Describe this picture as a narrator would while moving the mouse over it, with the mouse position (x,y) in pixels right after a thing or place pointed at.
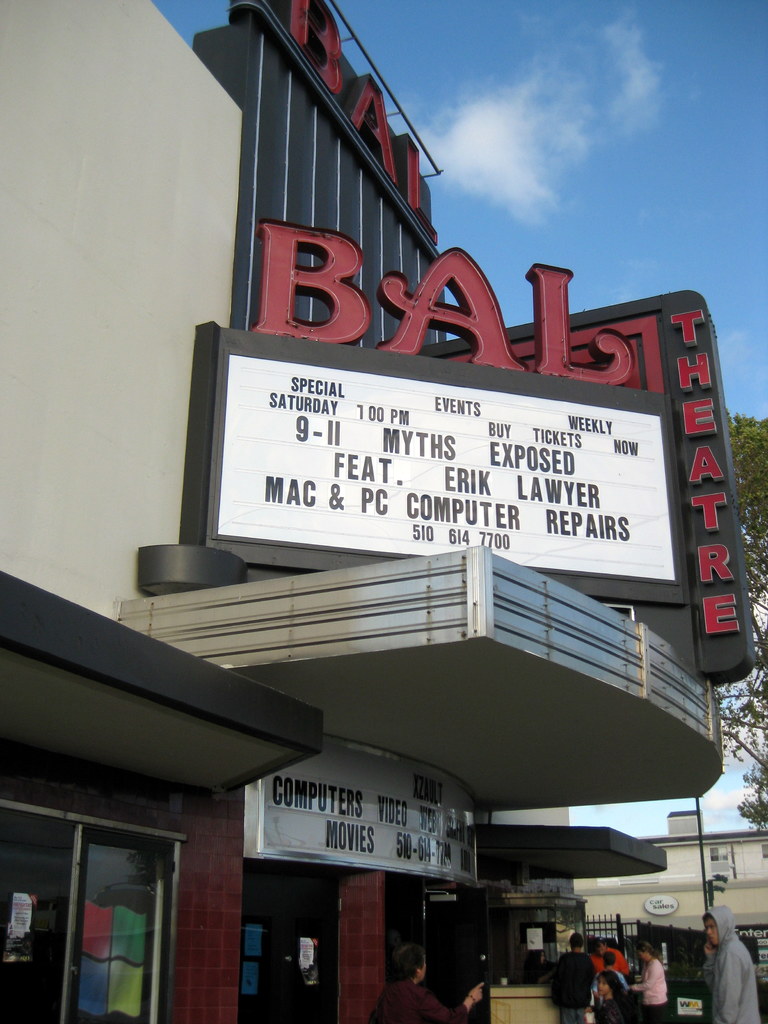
This is the picture of a building (432,765). In this image there are group of people (647,1014) standing. There is a text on the building (92,217) and there is a board (524,433) on the building (15,360) and there is a text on the board (531,426). At the back (615,892) there is a building (685,876), pole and there is a tree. At the top (609,244) there is sky (568,132) and there are clouds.
